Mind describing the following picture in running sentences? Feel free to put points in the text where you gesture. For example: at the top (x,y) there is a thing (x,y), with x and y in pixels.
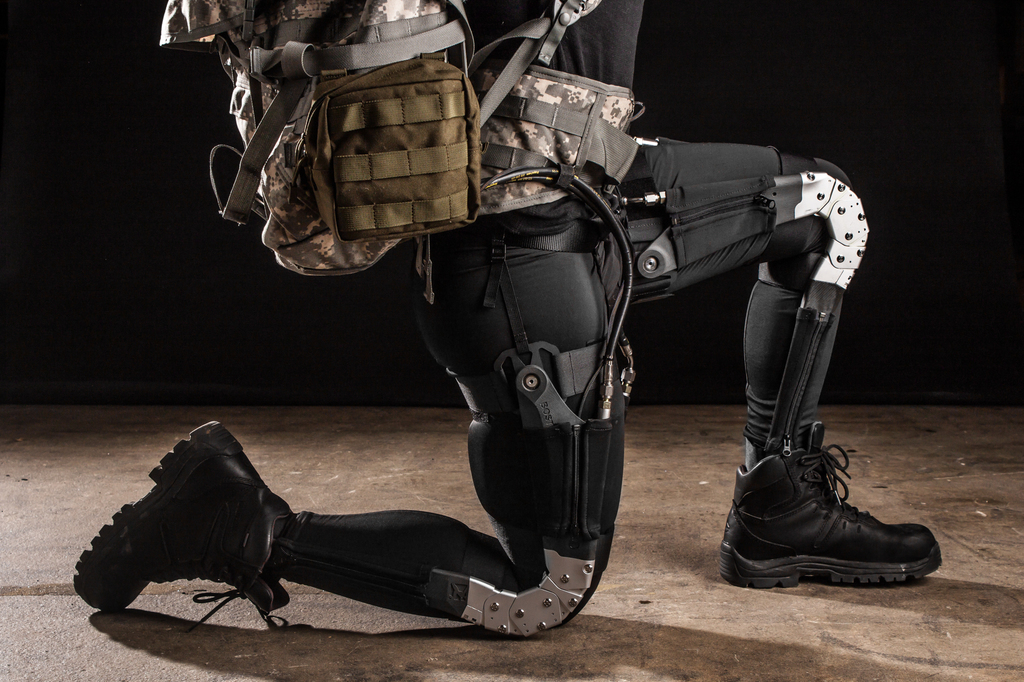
In this picture we can see a truncated image of a person (604,444). He wear black shoes (857,548). And he is carrying backpack (374,151). And this is the floor (57,487).
